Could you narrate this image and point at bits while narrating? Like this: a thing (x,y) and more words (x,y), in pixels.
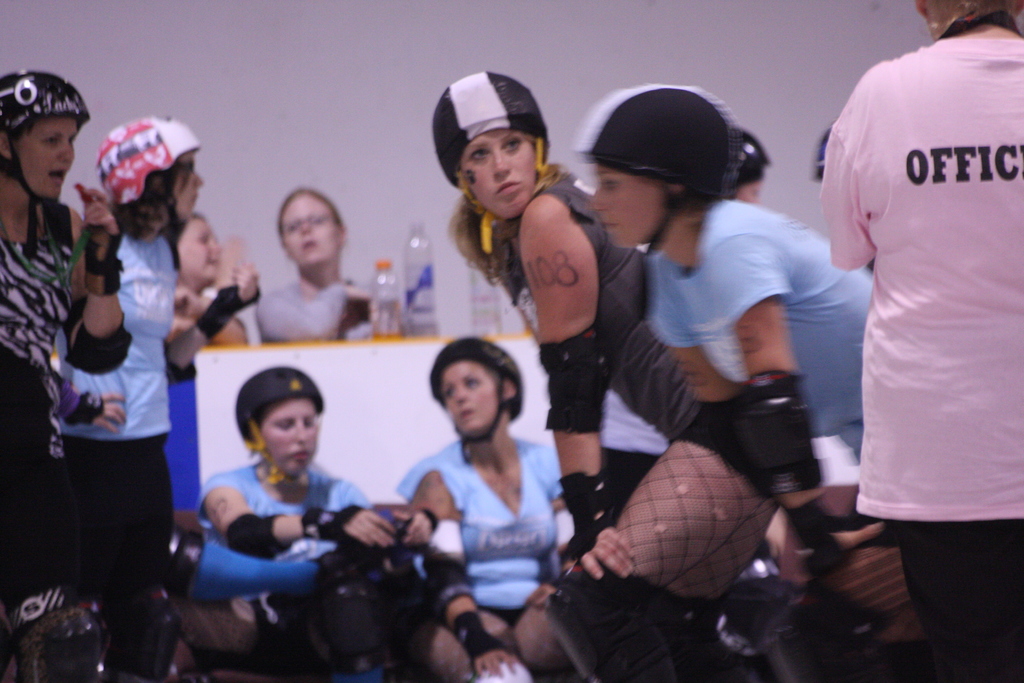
In this picture I can see a few people (540,299) standing. I can see a few people (480,620) sitting. I can see helmets (106,180). I can see bottles (408,301) on the surface (380,342).
